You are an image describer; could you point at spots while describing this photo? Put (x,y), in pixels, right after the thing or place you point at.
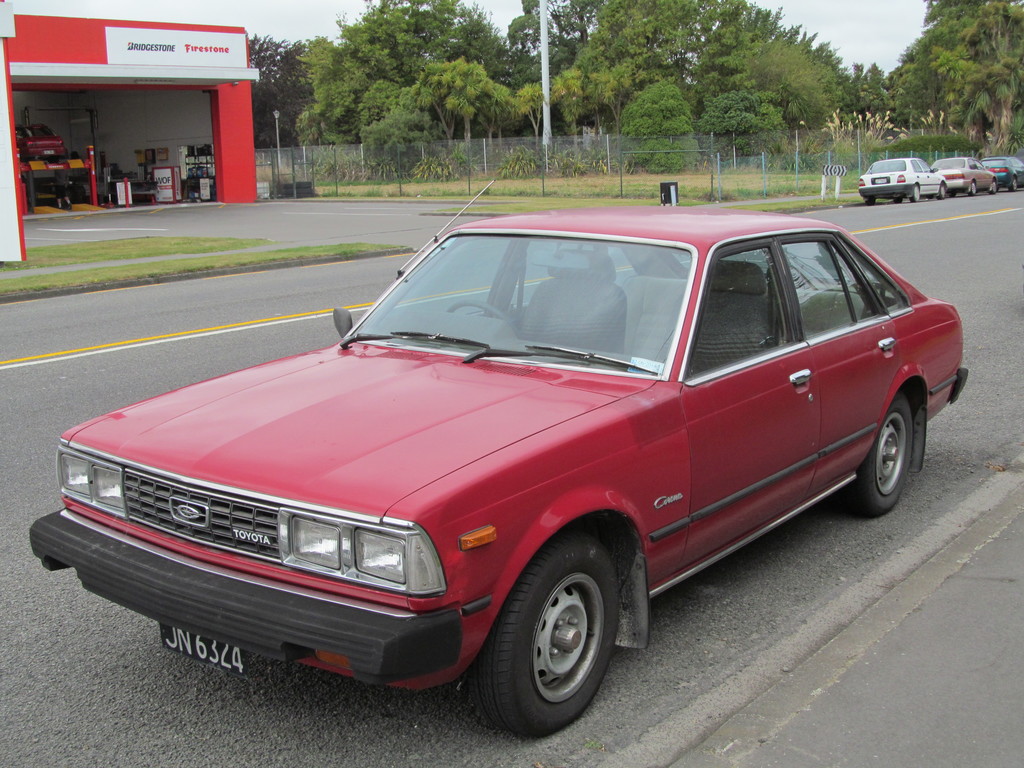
In this image we can see a red color car (516,451) parked on the road (803,615). In the background (94,83) we can see the garage store (178,84), cars (935,189), fence (752,190), plants (505,170) and also trees (793,67). We can also see the pole (543,51). Sky (307,20) is also visible.
